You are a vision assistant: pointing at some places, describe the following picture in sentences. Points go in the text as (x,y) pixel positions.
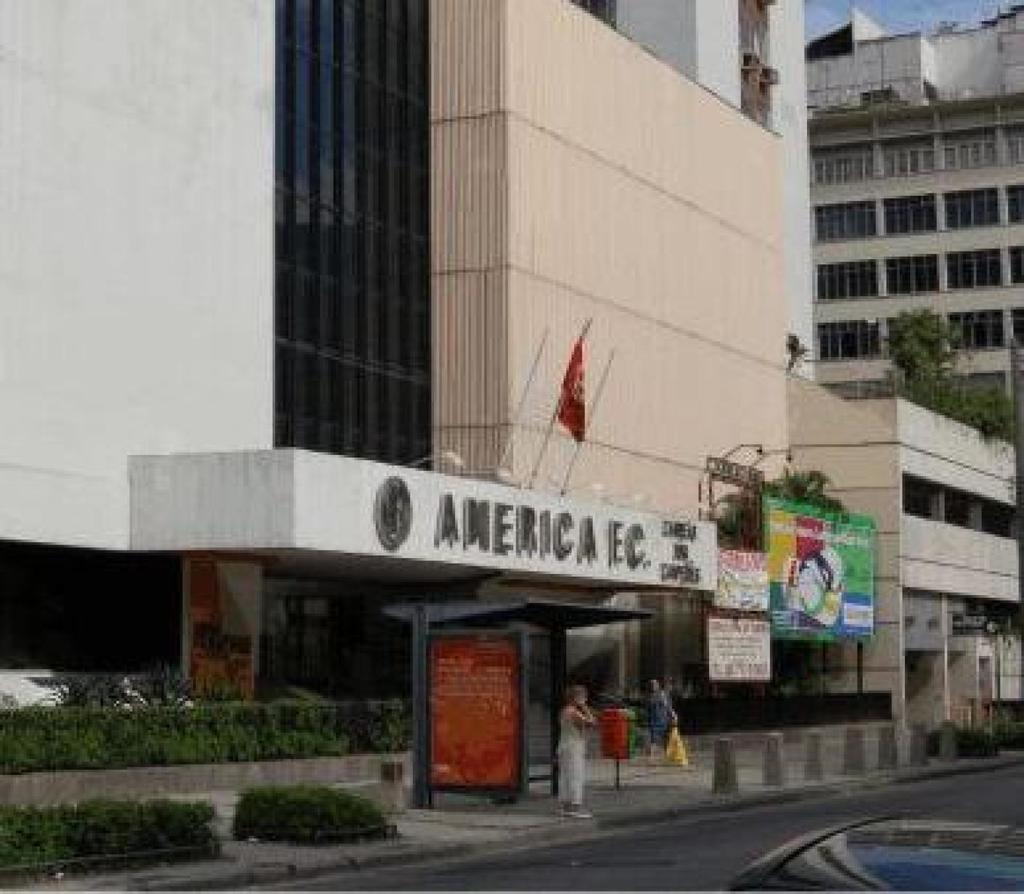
In this image there are buildings (398,580) with some text (635,522), people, small plants (996,743) in the foreground (590,703). There is a road (414,883) at the bottom (1021,828). And there is sky (1009,1) at the top (968,3).
